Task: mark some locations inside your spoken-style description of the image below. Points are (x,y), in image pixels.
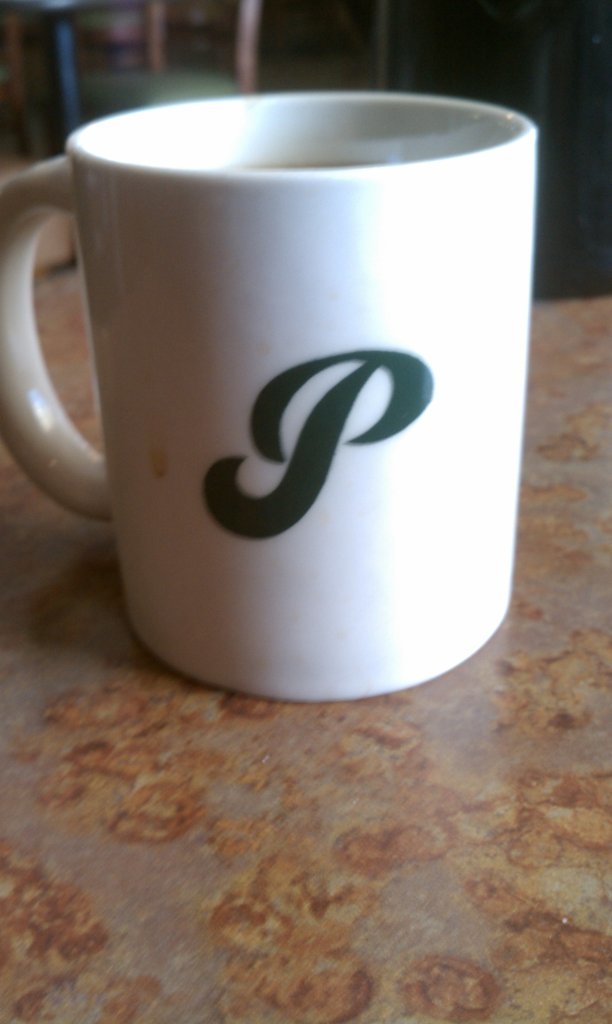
As we can see in the image there is a table (494,775). On table (548,601) there is a white color cup (314,354). In the background (215,20) there is a chair (250,67).
